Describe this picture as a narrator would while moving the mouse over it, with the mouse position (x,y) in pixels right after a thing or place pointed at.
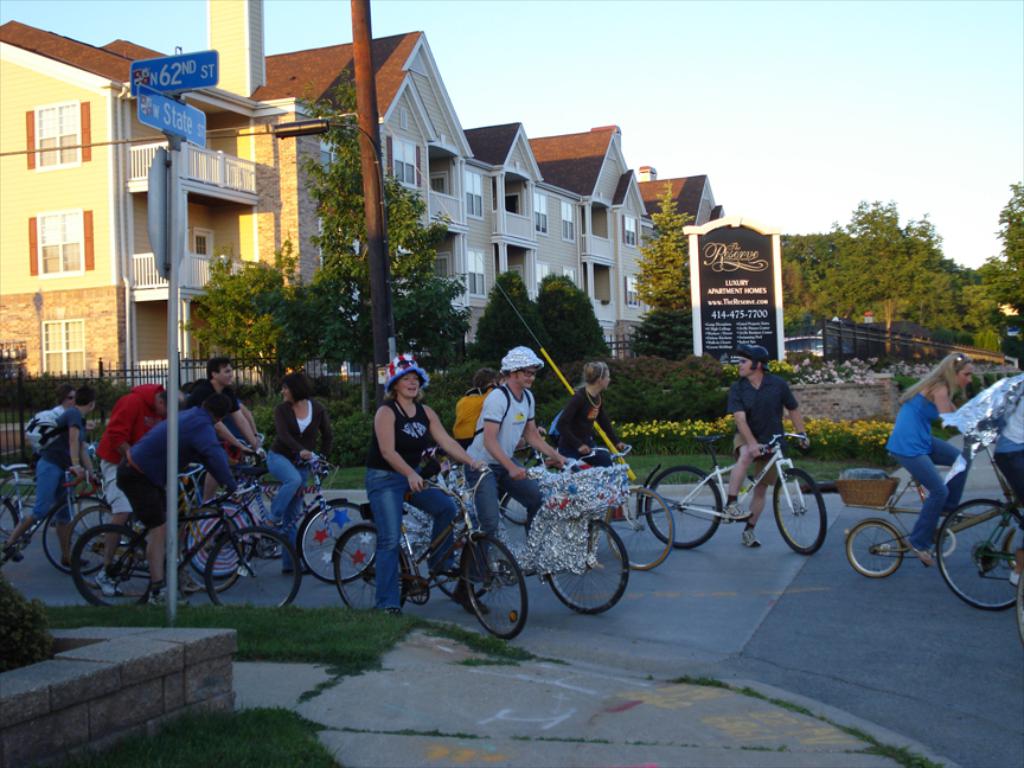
In the image we can see there are people (394,452) who are sitting on bicycle (611,516) which is on the road (666,567) and there are trees (366,319) and buildings (428,208) on the other side.
